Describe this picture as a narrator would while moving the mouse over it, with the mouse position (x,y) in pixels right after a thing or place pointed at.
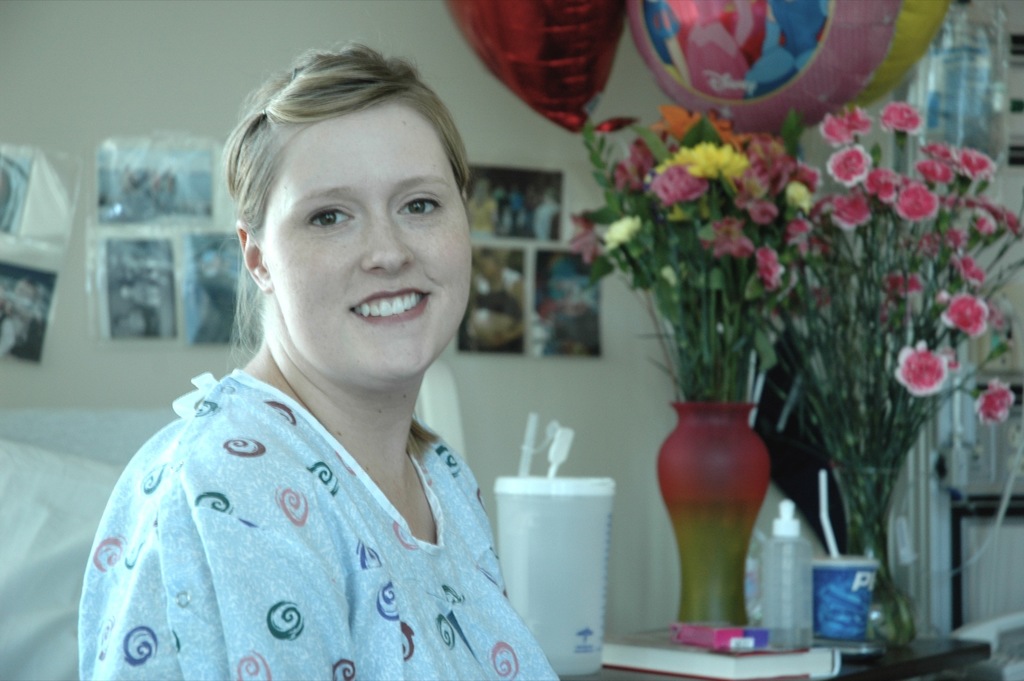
In this picture we can see a woman (296,274). She is smiling. And on the background (174,67) there is a wall (148,58). And these are the pictures (477,274). Here we can see flower vase (912,419). And these are balloons (765,52).
